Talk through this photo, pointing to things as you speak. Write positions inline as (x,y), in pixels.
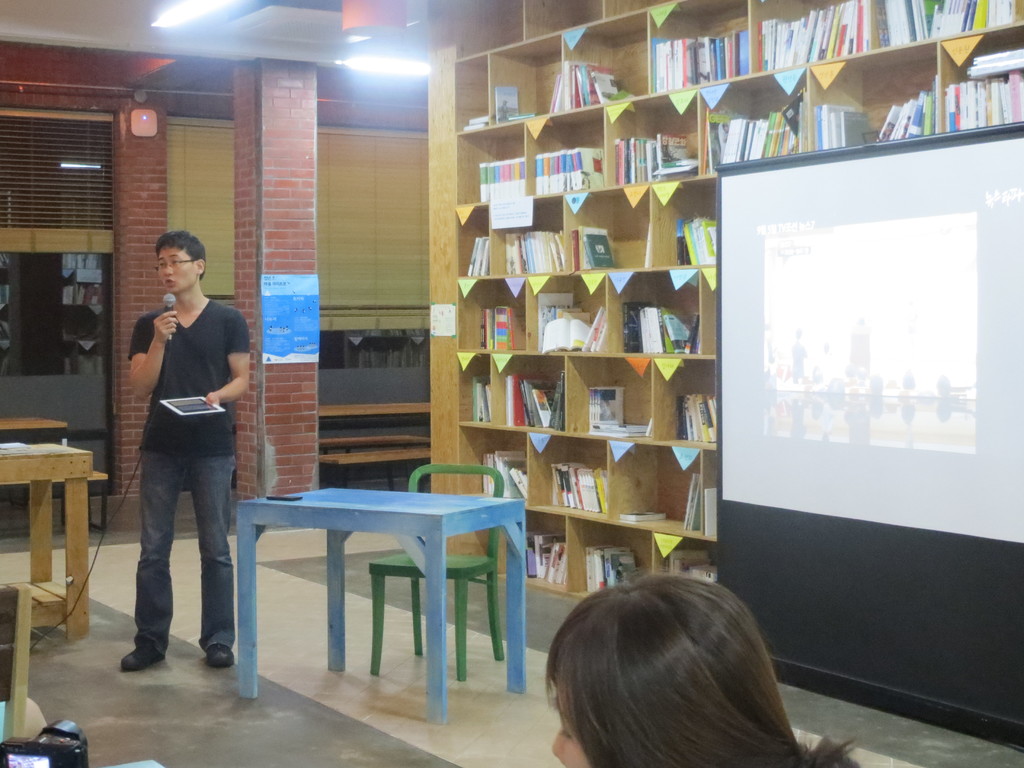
In the image we can see one person (215,449) standing holding tab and microphone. And back we can see shelves (639,213), in shelves (619,222) full of books (519,417), screen (901,386), tables (450,526), chair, pillar (302,131), wall (148,214). In the bottom (712,676) we can see one lady (701,723) and camera (32,756). And few more objects (211,159) around him.
